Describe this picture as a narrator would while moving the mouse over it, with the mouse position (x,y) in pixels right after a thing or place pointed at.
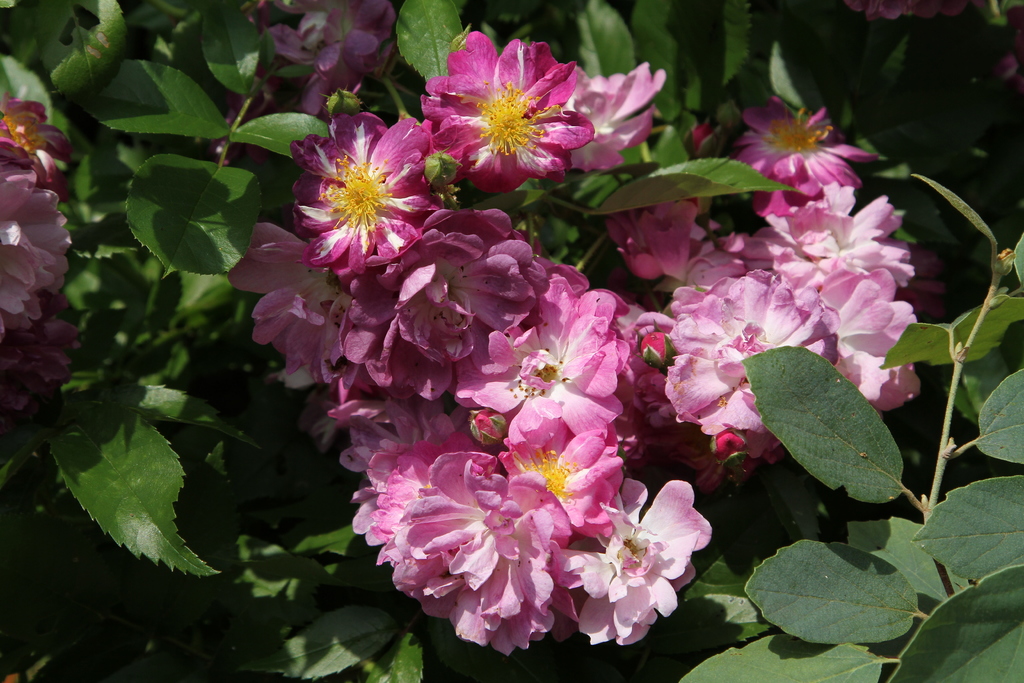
In this image we can see plants (453,345) with flowers (33,257).
